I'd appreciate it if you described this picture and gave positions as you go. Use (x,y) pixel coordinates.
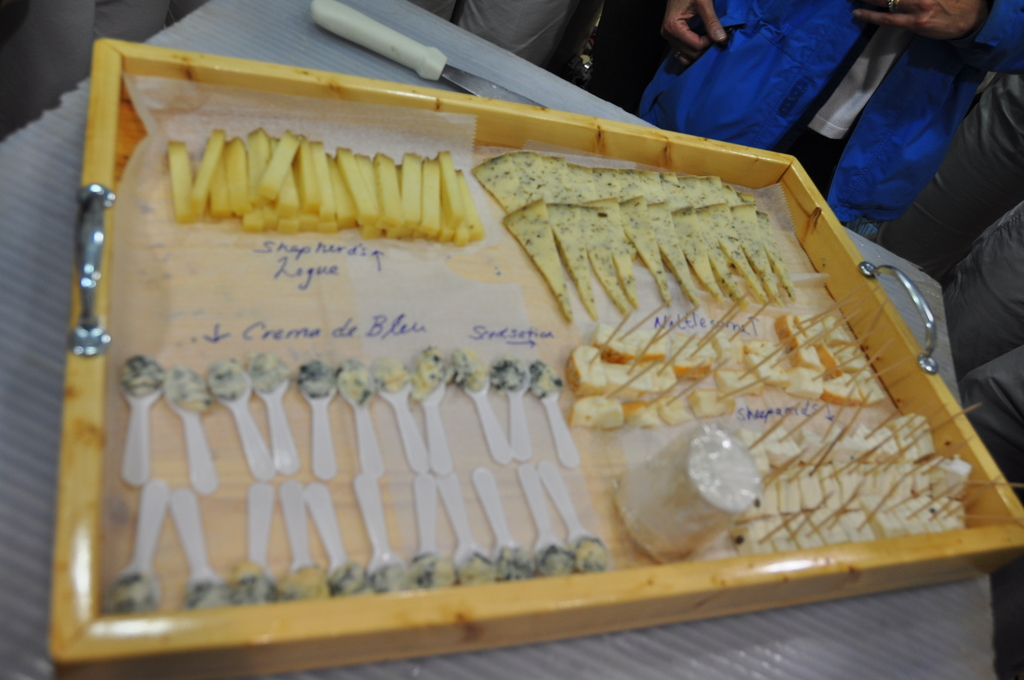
In this picture there are different food items (427,207) and there are spoons (153,486) and papers (492,237) in the tray (731,160). There is a tray (718,163) and object (387,33) on the table (675,644). At the back (559,31) there are group of people (737,6) standing.
